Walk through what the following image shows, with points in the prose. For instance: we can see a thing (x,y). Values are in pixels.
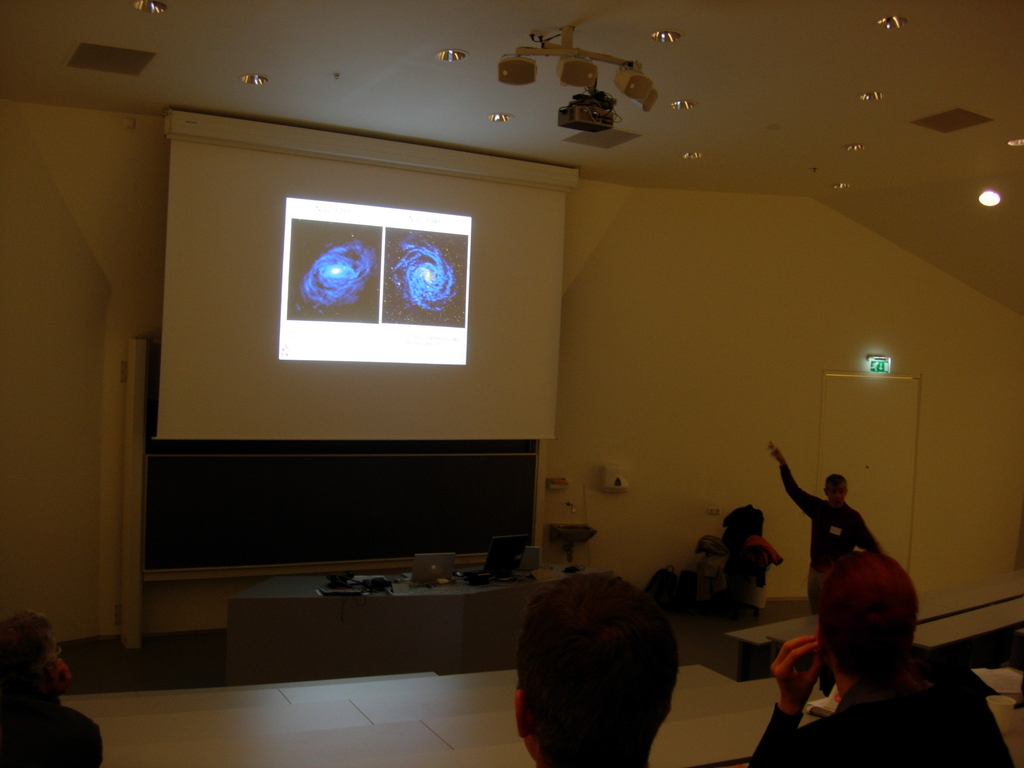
In this image there are persons (784,710) sitting and standing. In the center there is a table (367,607), on the table (360,599) there is a laptop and monitor (507,572), and in the background (266,383) on the wall (101,390) there is a screen (367,348), on the top (587,113) there is a projector (577,105), and on the right side (852,400) there is a door (883,448).
